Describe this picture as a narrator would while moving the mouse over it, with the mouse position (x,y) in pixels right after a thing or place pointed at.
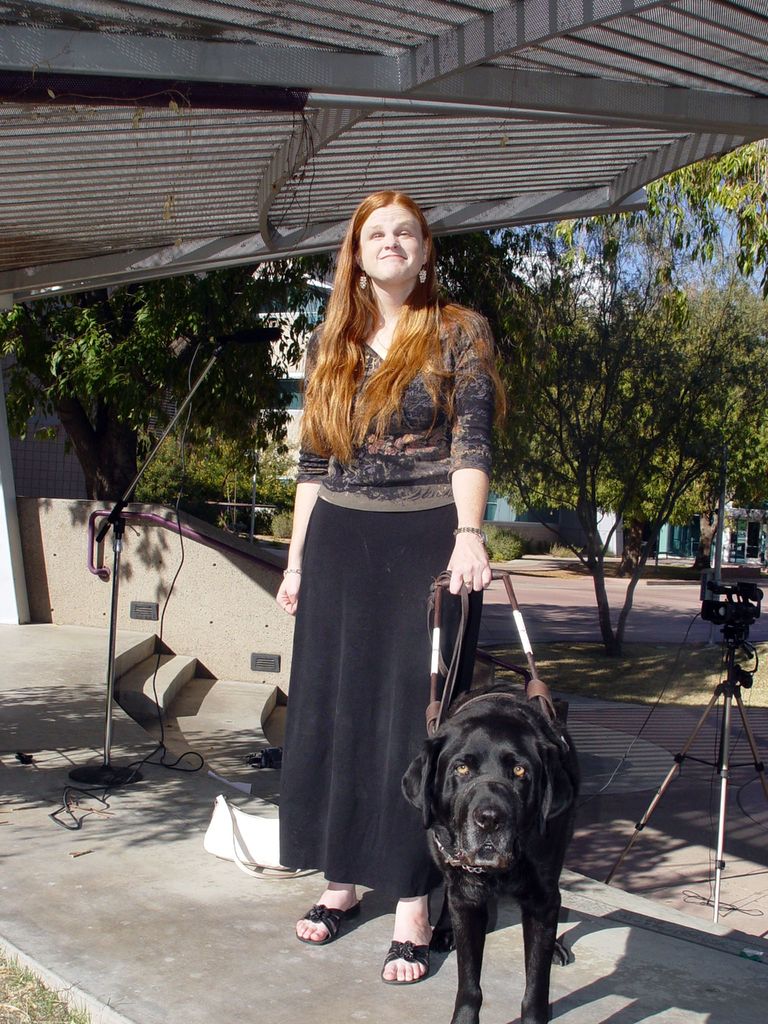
There is a woman (357,815) standing at the center (449,385) and she is holding dog (553,846). There is camera (717,591) at the right corner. In the background (596,319) there is a tree (664,456). There is a bag (276,837) on the ground (238,759) at the left side (227,850).
